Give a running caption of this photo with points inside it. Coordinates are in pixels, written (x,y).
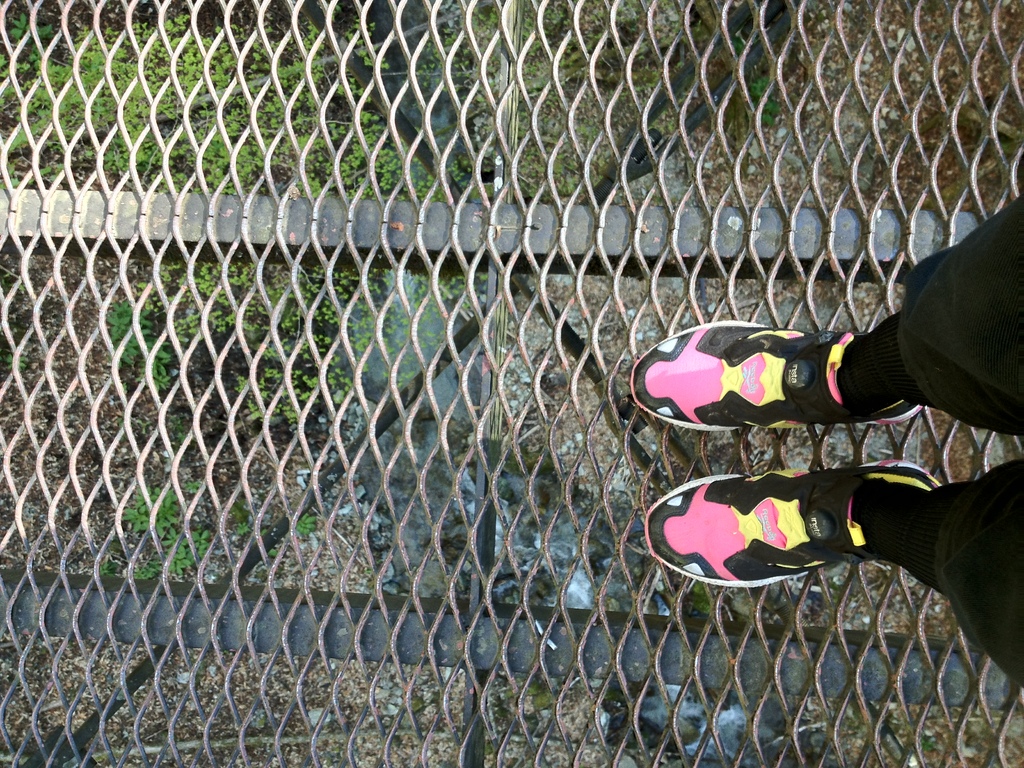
In a given image I can see a fence (105,140), human legs (1006,511) and grass (409,359).
